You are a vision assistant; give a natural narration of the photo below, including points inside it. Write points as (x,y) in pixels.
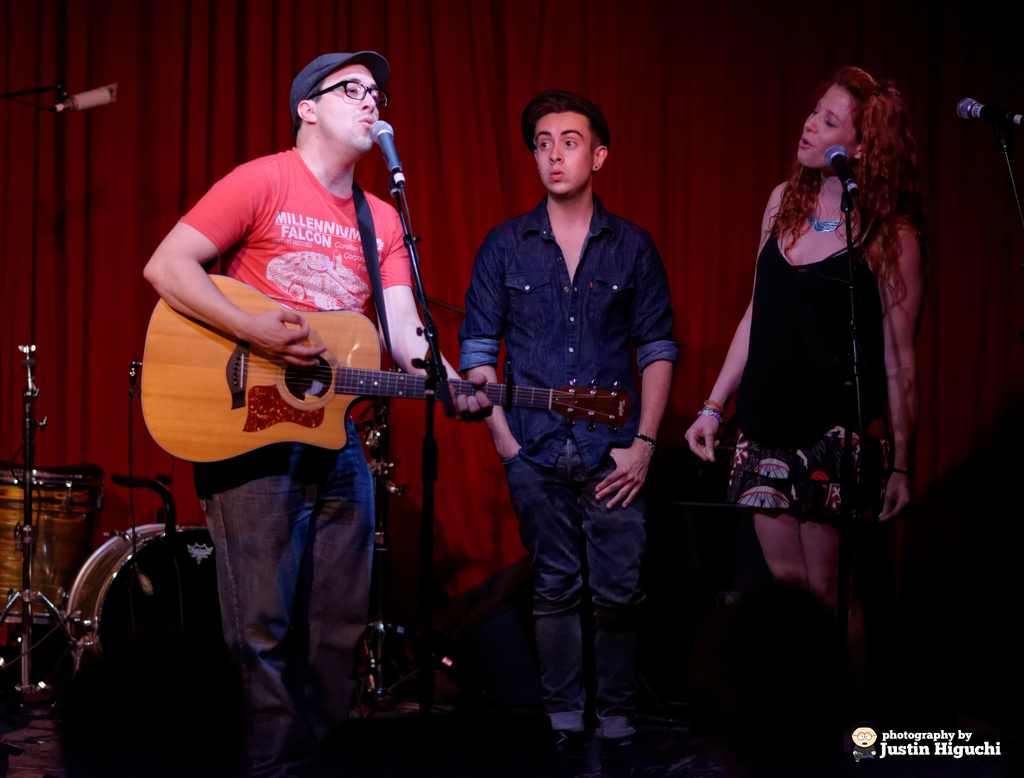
There are three people (497,263). One is playing a musical instrument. On the right side (759,430) we have a woman (757,484). She is singing a song we can see her mouth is open.
